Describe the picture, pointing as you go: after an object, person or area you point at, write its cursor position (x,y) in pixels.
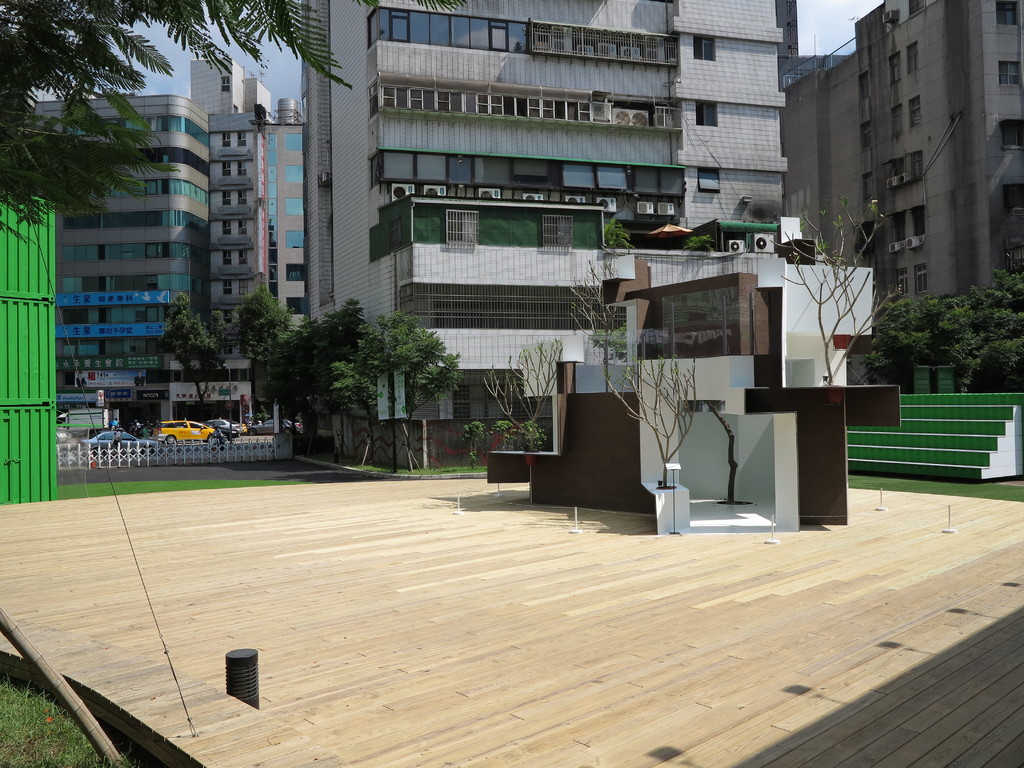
This image consists of many buildings (423,245) along with windows (409,165). At the bottom (333,685), there is a wooden floor (239,596). On the left (19,108), there is a tree (105,169). In the background (144,435), we can see the vehicles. At the top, there is a sky (201,43).
